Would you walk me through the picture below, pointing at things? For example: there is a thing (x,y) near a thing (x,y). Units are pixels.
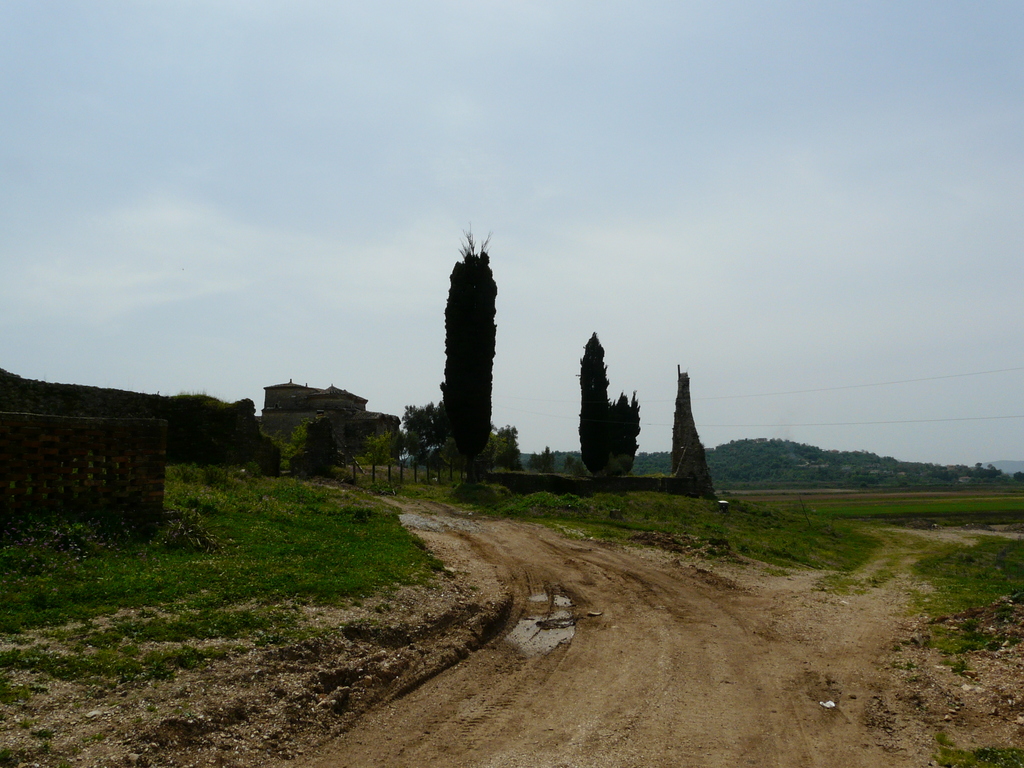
In the image there is a sand road (478,557) and around that there is a lot of grass (242,526), a house (360,407) and in the background (780,448) there is a mountain (763,454).
